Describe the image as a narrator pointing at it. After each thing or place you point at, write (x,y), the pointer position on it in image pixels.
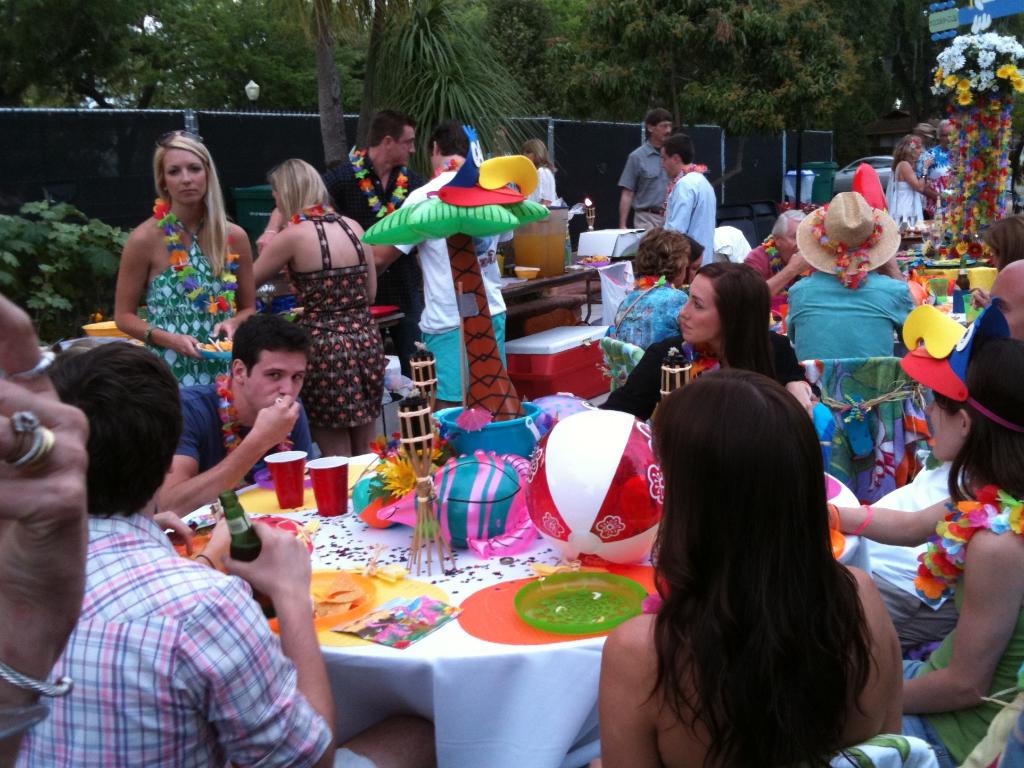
There are so many people (77,497) in fence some are sitting drinking and eating and some are standing and there are some trees (493,127).
